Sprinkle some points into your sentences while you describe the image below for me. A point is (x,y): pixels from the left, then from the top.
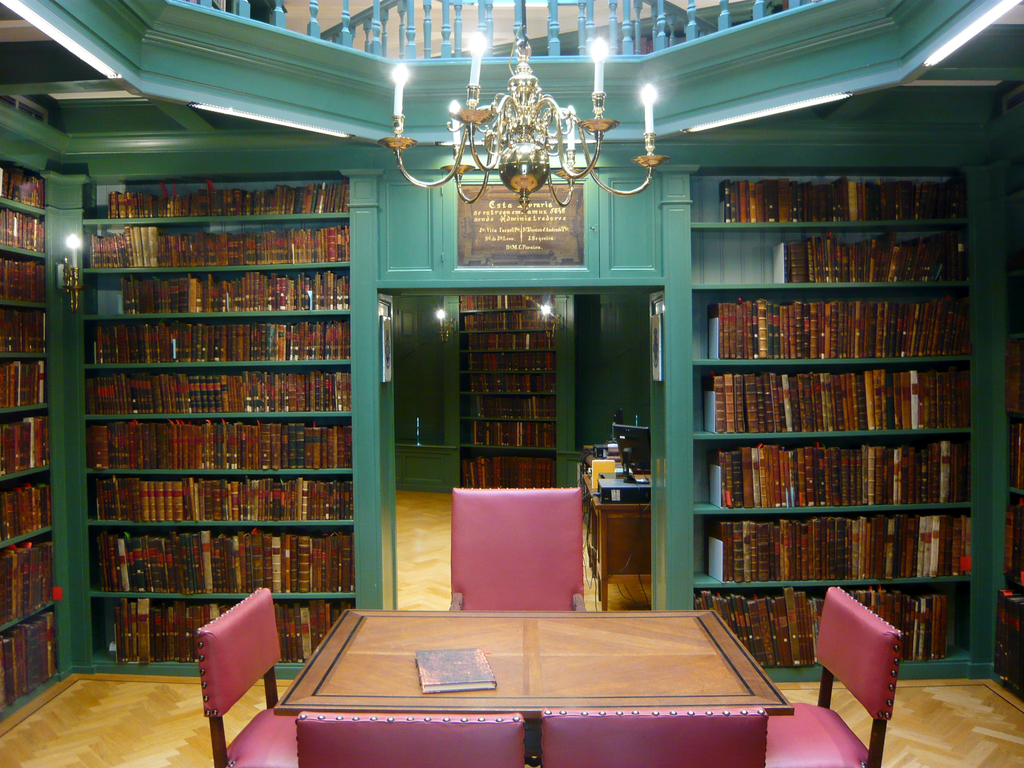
In this image there are shelves (12,251) having books (315,439) inside. In middle (428,363) there is a door (659,308). Behind the door (668,363) there is a table (628,549) having monitor (618,439), files (603,475) on it. There are few books (514,388) in the shelves (480,419) in the next room (468,443). There is a chandelier (417,184) hanging at the top of the image (554,184). There is a table (466,638) surrounded by five chairs (297,724) at the bottom of the image (755,674). There is a book (468,664) on the table (625,662).
